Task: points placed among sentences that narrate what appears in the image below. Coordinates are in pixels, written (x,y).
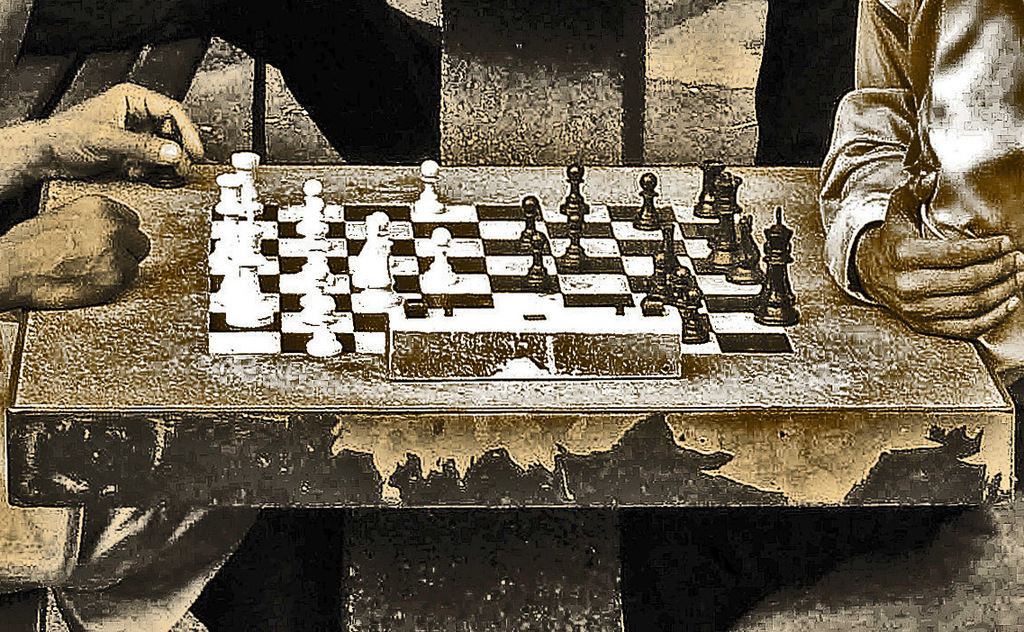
In this image there is a table (619,419), chess board (746,342), chess pieces (312,223), hands (184,131) of people (985,308) and objects (461,346).
